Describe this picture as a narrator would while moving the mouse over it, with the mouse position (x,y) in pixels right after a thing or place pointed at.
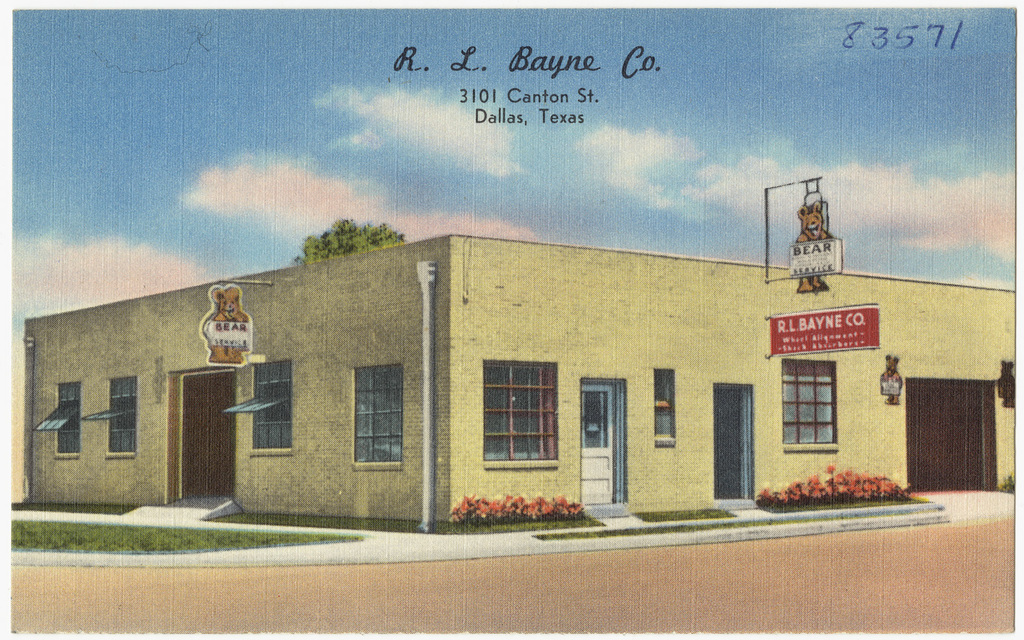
In this image I can see a building (867,426) in light yellow color. I can also see few windows (820,418) and a red color banner (857,313) attached to the wall (745,342), background (370,238) I can see trees (355,244) in green color and sky (350,128) in white and blue color.
